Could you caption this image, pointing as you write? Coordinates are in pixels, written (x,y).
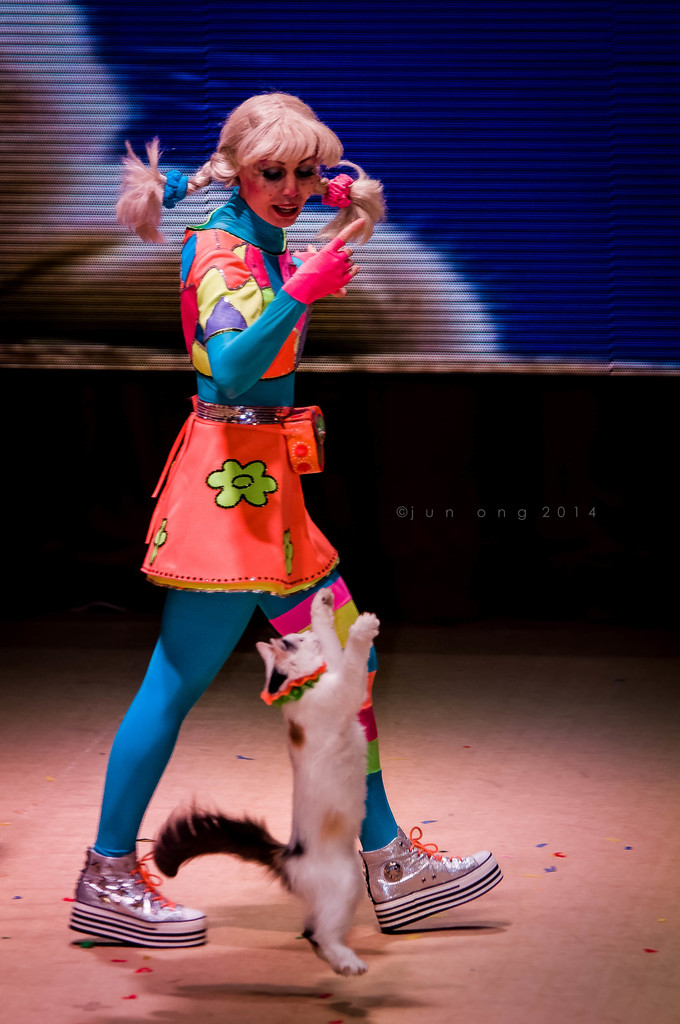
In this picture we can see a person (265,486) and a cat (302,645). There is a watermark (433,518) some text (514,515) and a few things (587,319).
